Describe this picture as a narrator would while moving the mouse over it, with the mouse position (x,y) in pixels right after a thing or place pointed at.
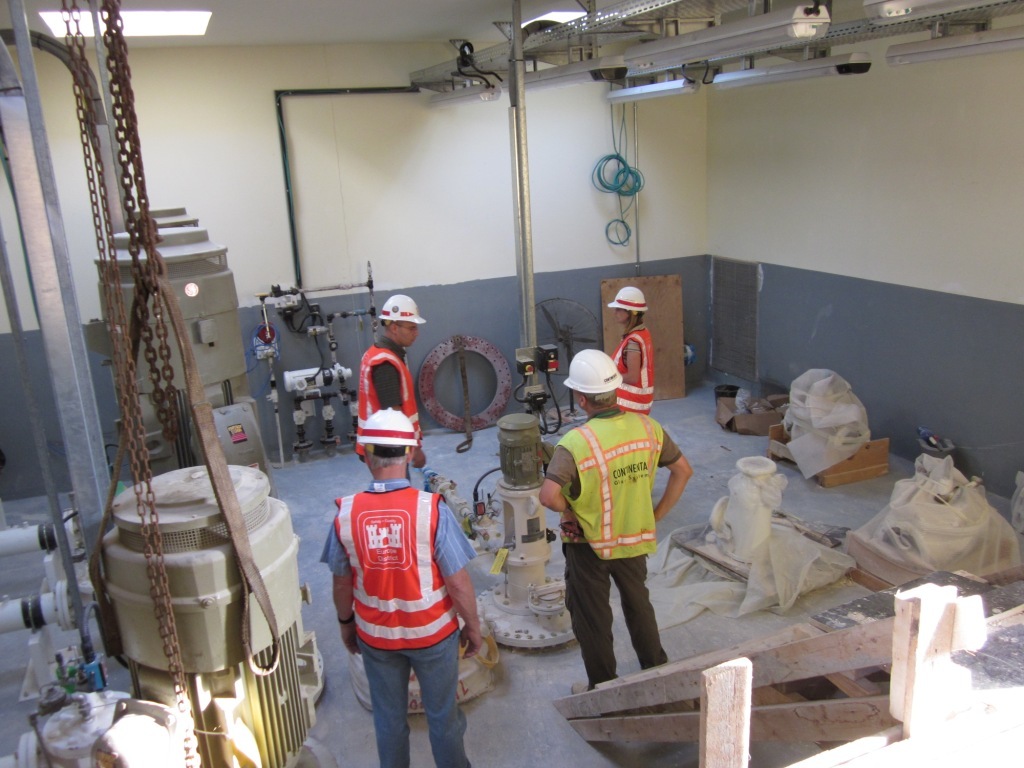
In this image, we can see four people (371,654) are standing on the floor (715,638) and wearing helmets (405,437). Here we can see few machines (173,593), chains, poles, some objects (1011,762). Background (437,223) there is a wall (446,214). Top of the image (355,36), we can see the ceiling (255,39), light (159,24) and some objects (953,21).
